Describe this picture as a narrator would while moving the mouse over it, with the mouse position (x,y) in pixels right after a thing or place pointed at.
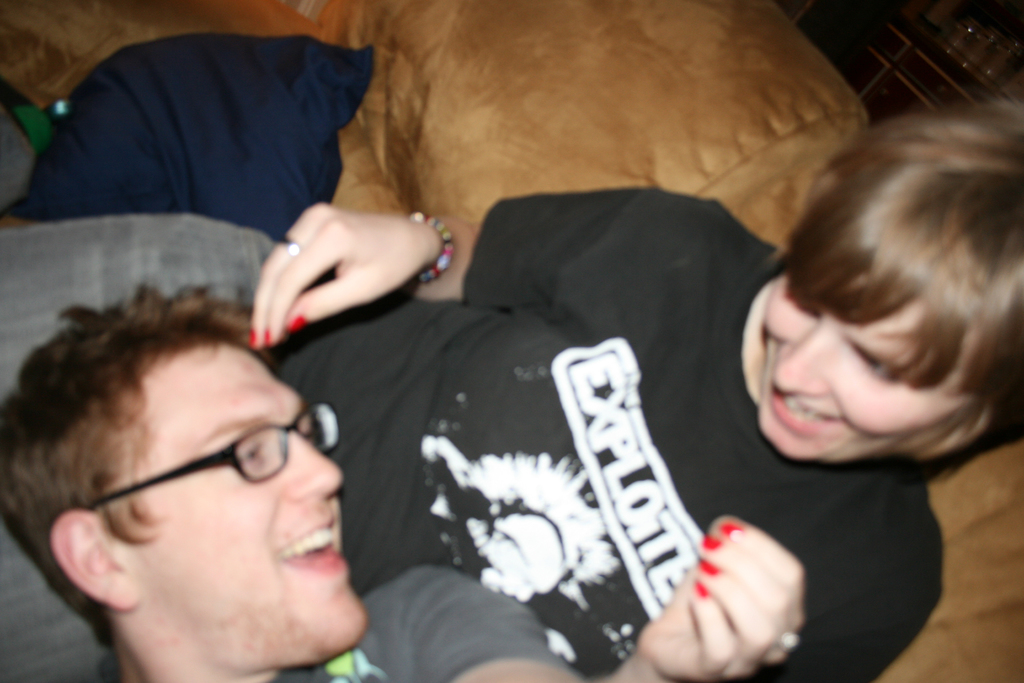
In this picture there is a girl (514,286) who is wearing black t-shirt (560,363), ring (282,237), bracelet (440,257). She is lying on the couch (559,127). On the bottom left (201,572) we can see a man (177,509) who is lying near her chest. On the top left corner (266,62) there is a blue color cloth (248,139). On the top right corner (929,1) we can see furniture (910,26).
